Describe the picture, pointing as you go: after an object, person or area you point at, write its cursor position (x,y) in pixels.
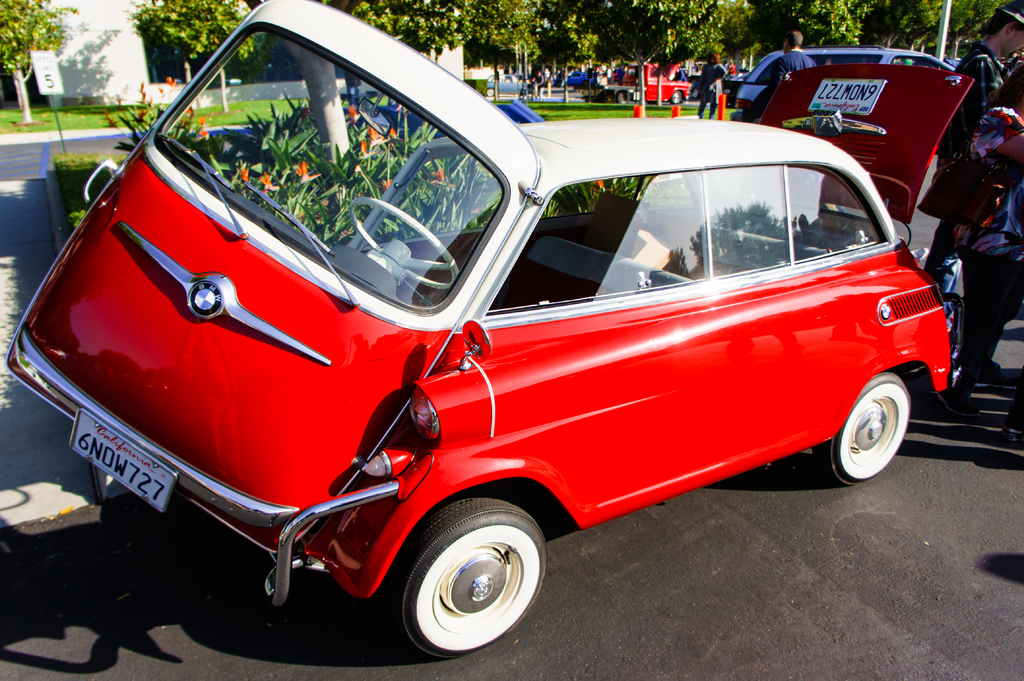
In this image there are some vehicles (678,310) on the road (761,499) beside that there are some people (995,305) standing also there are some trees (421,11) and building (155,67).
